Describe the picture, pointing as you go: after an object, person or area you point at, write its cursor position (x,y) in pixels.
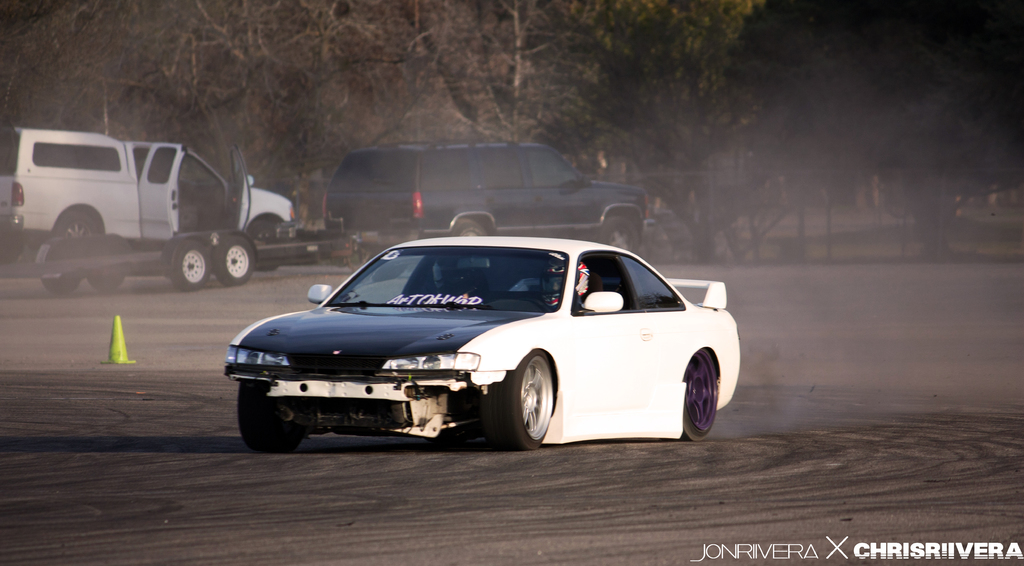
In this image we can see some vehicles (486,370) on the road (147,370), one safety pole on the ground (715,515), some objects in the background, some smoke (884,245), one man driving a car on the road (159,358), some trees (528,76) on the ground (965,207) and it looks like some grass (1008,247) on the ground (914,240) near the trees (516,72).
